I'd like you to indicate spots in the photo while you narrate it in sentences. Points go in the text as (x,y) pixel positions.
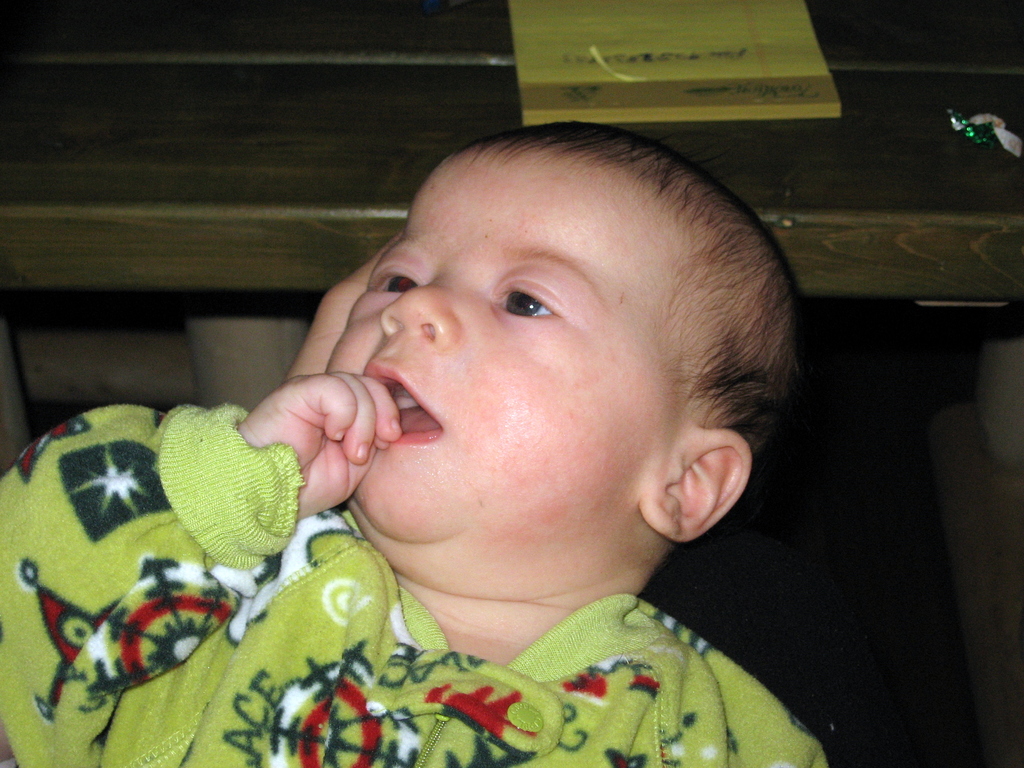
In this picture there is a baby (404,586) wearing green dress (371,701) and there is a table (736,164) behind her which has a book (710,47) placed on it.
